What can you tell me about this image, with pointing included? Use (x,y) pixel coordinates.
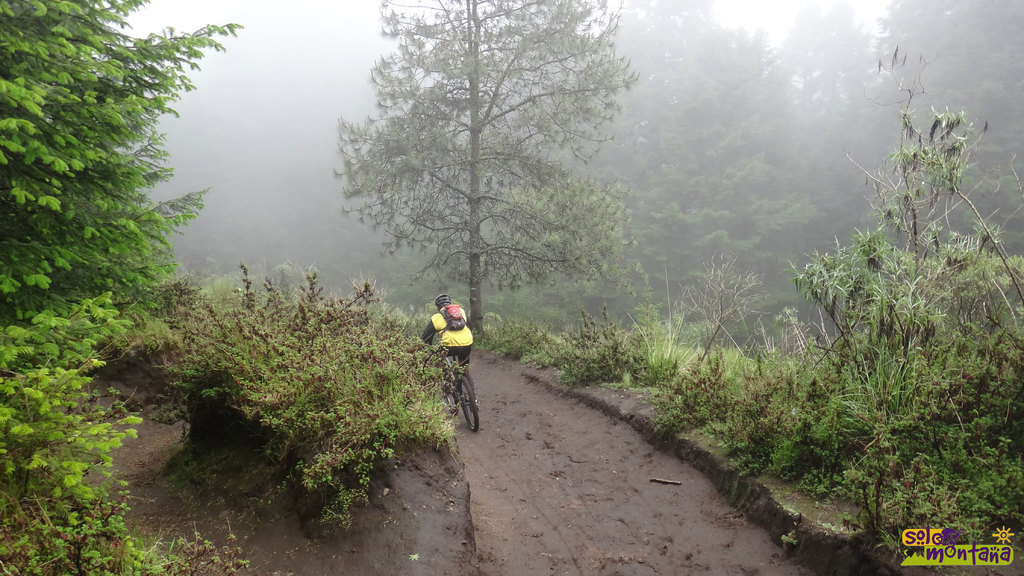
In the center of the image (448,350), we can see a person (447,343) wearing coat (456,332), helmet (442,301) and a bag (450,316) and riding on the bicycle (471,408) and in the background (505,304), there are trees (424,248). At the bottom (565,499), there is ground (571,478).
